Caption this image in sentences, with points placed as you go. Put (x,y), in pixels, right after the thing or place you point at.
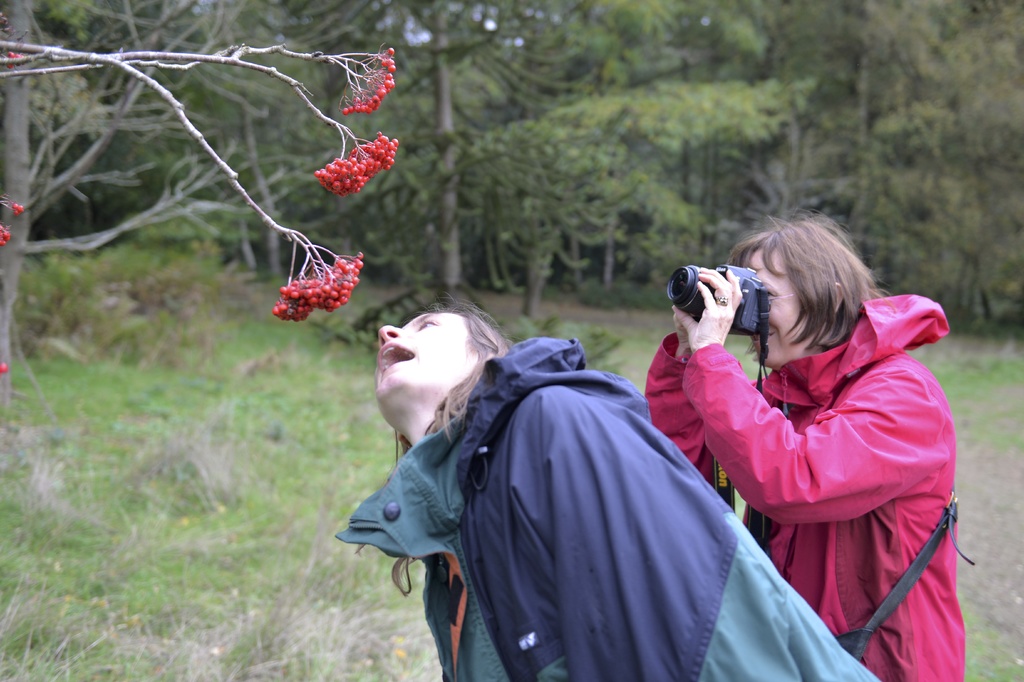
In this picture I can see green grass (172,553). I can see trees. I can see two people (597,443). I can see a person (696,391) holding the camera (757,314) on the right side (717,326).
